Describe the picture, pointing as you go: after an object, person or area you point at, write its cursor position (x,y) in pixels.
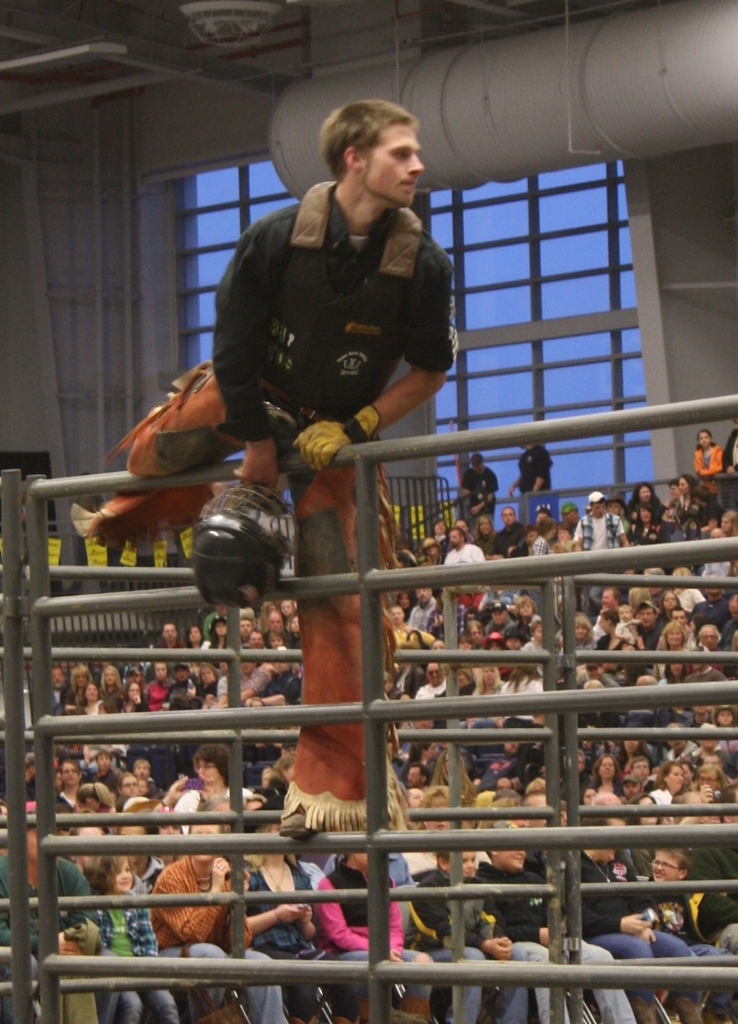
In the center of the image (409,345) we can see a man (415,331) is standing on the rods (344,589) and wearing jacket (335,372), glove (323,447) and holding a helmet (252,539). In the background of the image (723,623) we can see a group of people (676,799) are sitting and also we can see the railing (410,513), papers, wall (705,322), window (513,226). At the top of the image (284,116) we can see the roof (121,62) and pipe (669,115).
